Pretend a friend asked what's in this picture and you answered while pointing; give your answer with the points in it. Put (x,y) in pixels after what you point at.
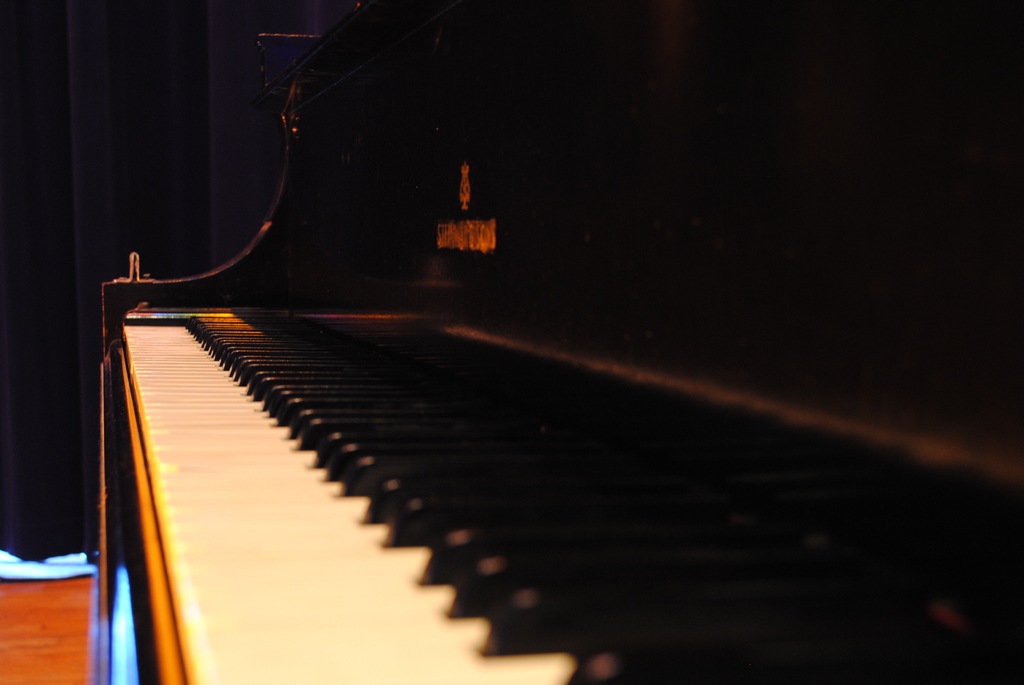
This image consists of a keyboard (296,450). There are white keys (293,571) and black keys (576,495). This is a musical instrument (377,326). There is a curtain (175,223) on the left side (145,194) top corner, it is in black color.
